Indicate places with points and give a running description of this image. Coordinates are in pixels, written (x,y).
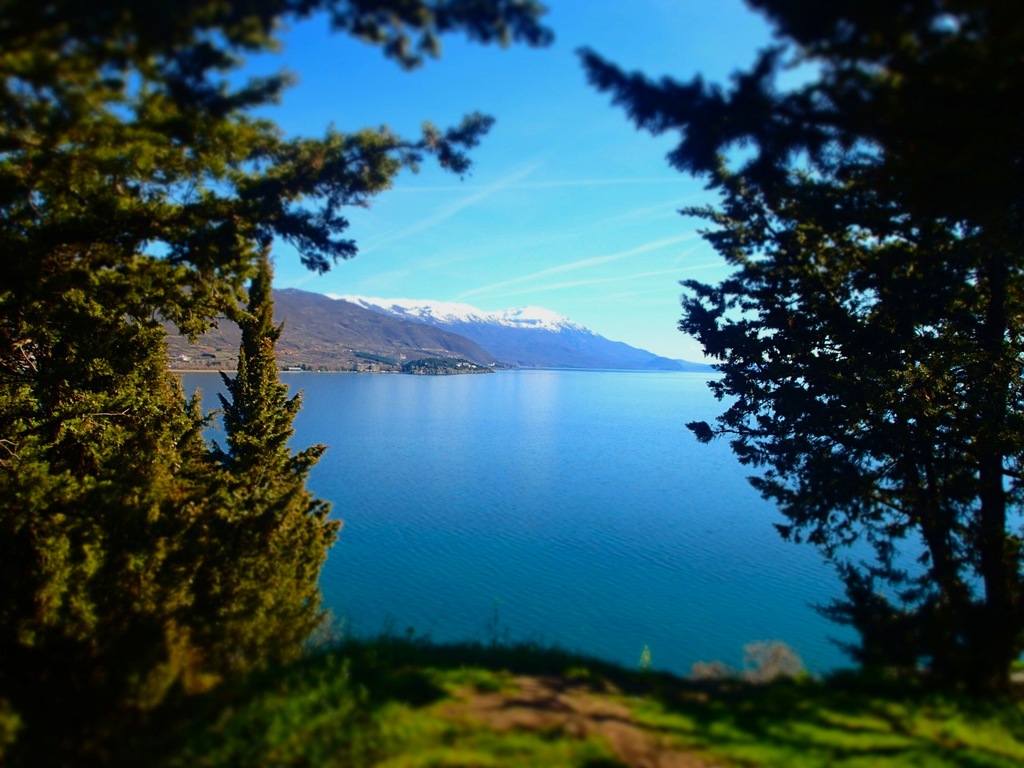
This image is clicked outside. There are trees (208,244) on the left side (138,413) and right side (693,126). There is water (491,478) in the middle (476,445). There are mountains (344,343) in the middle (513,364). There is sky (561,125) at the top (399,122).
